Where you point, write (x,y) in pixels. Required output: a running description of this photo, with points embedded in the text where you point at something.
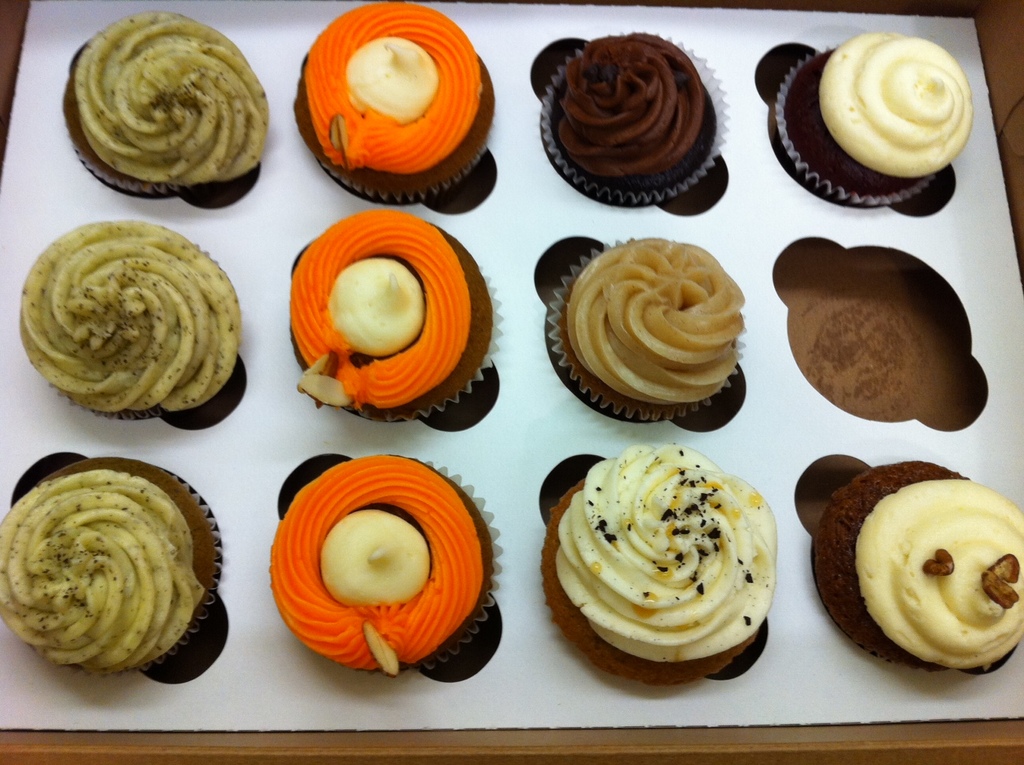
In this picture we can see muffins (139,604) with creams (116,146) on it and these are placed on a platform (792,443).
